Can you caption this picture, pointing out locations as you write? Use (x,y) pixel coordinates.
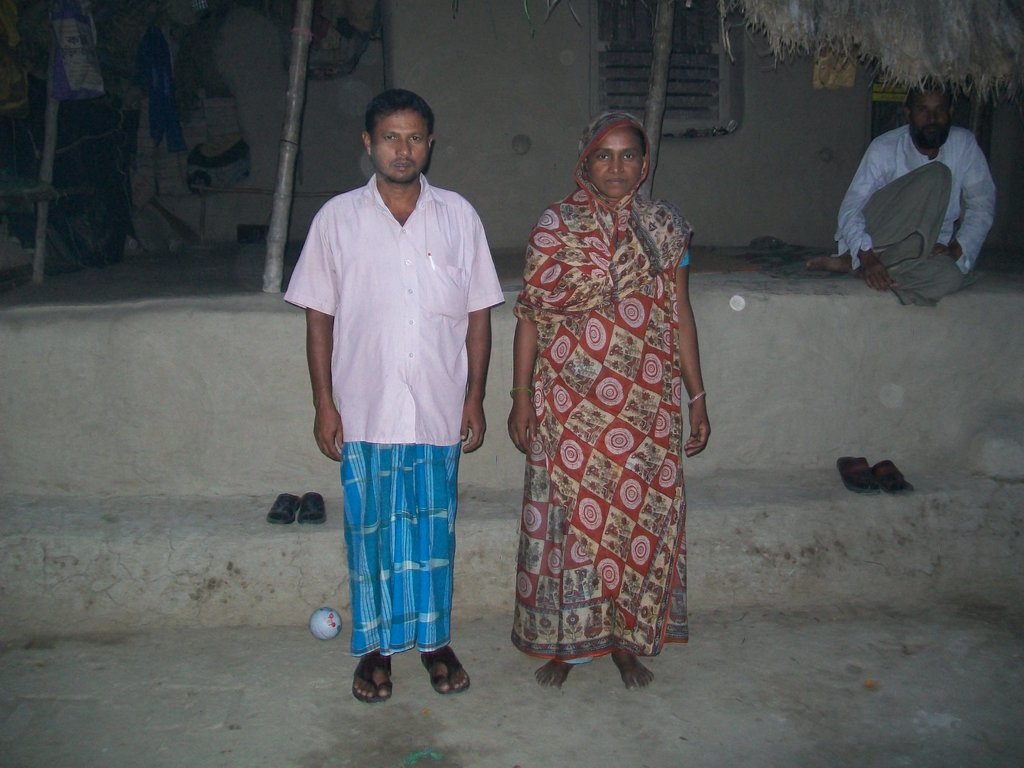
In the center of the picture (360,412) there are two persons (642,445) standing, a man (432,301) and woman (552,408) on the courtyard (794,654). In the picture there are sandals (291,510), floor (208,289) and a person (905,190) sitting. On the top (524,110) there is a thatched hut (556,73) and there are wooden poles (666,66), window (651,68) and other objects (91,247).
